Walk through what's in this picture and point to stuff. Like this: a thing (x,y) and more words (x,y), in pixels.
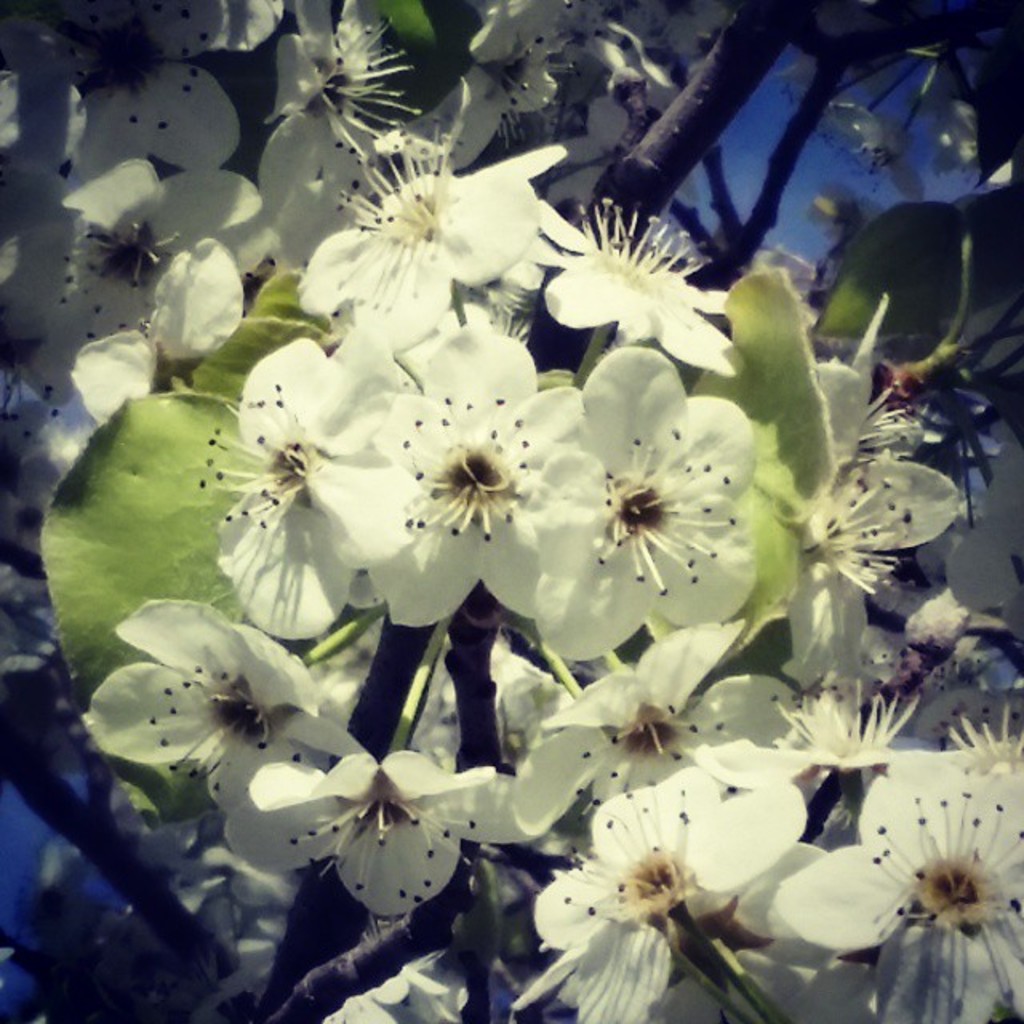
In this image there are flowers (306,577), leaves (820,456) and stems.
